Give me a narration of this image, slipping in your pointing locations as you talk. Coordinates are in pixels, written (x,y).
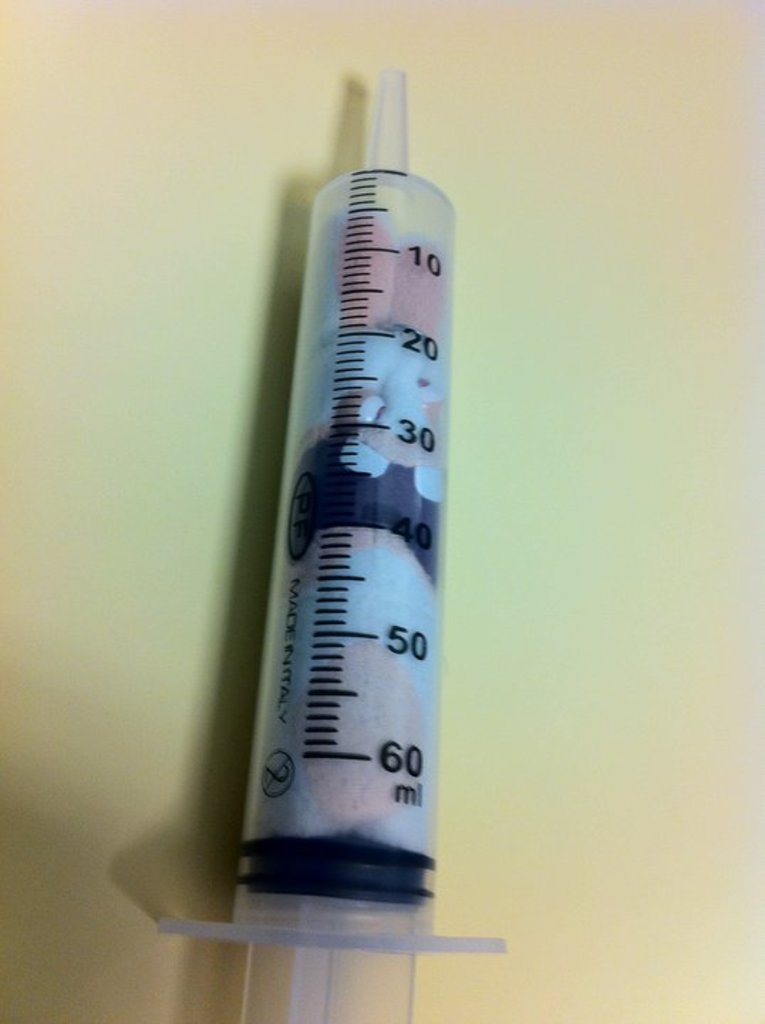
In this image in the center (364,557) there is an injection (409,478), and in the background (522,475) it looks like a wall (215,650).
